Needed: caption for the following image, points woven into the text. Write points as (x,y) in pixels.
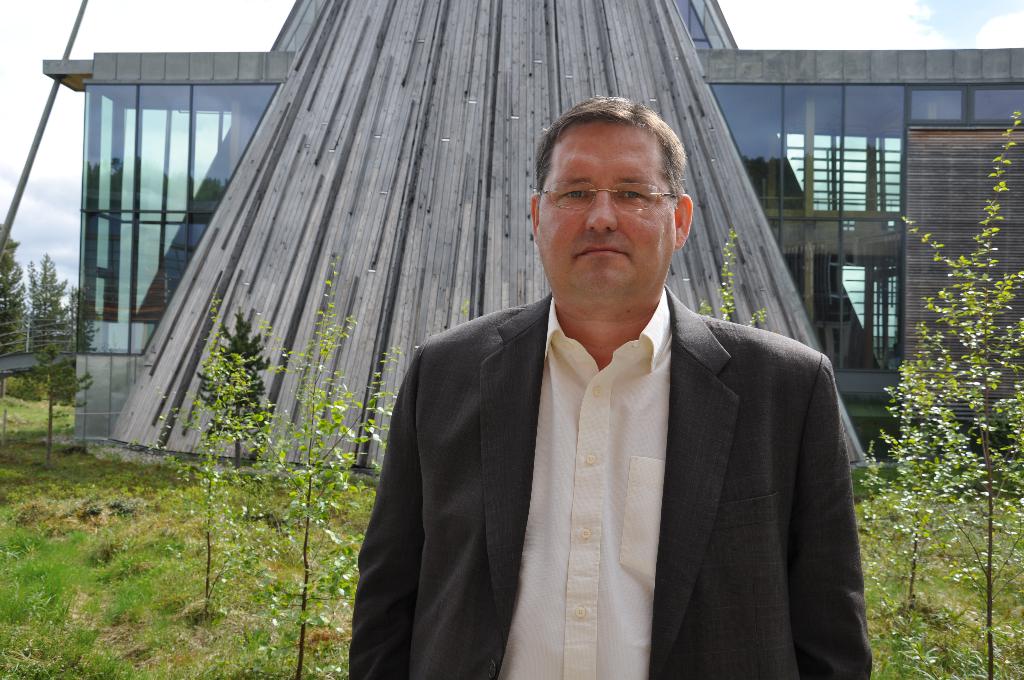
In this image there is a person (532,372) standing wearing suit (709,468) and glasses (621,193), in the background (19,455) there are plants (332,445) and an architecture (294,68).
